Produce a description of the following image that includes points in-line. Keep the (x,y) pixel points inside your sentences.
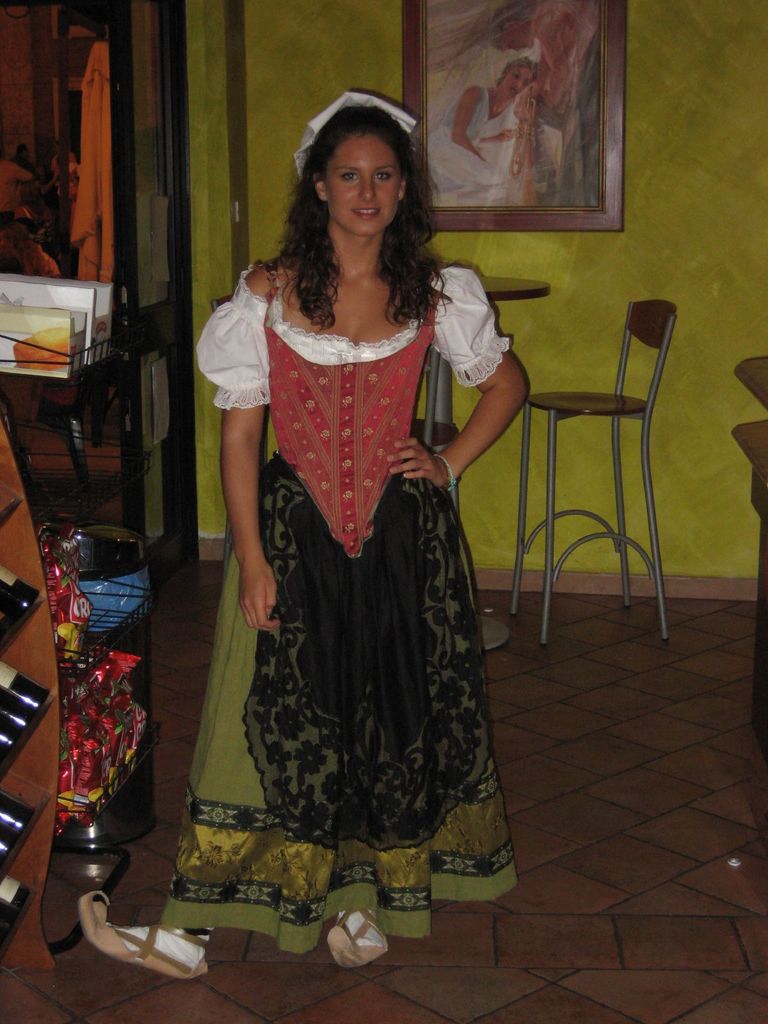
This picture is clicked inside the room (462,583) where a woman (312,482) is standing in the center (330,529) having a smile on her face (374,219). In the background (628,210) there is a green colour wall (682,185) and a frame (579,132) is hanged on this wall (651,69). There is a round table (528,294) and a chair (594,403) in the center (434,379). At the left side (103,281) there is a cupboard (121,170), white colour box (76,292), clothes (95,169) and a stand (89,636) at the left side (86,673).
